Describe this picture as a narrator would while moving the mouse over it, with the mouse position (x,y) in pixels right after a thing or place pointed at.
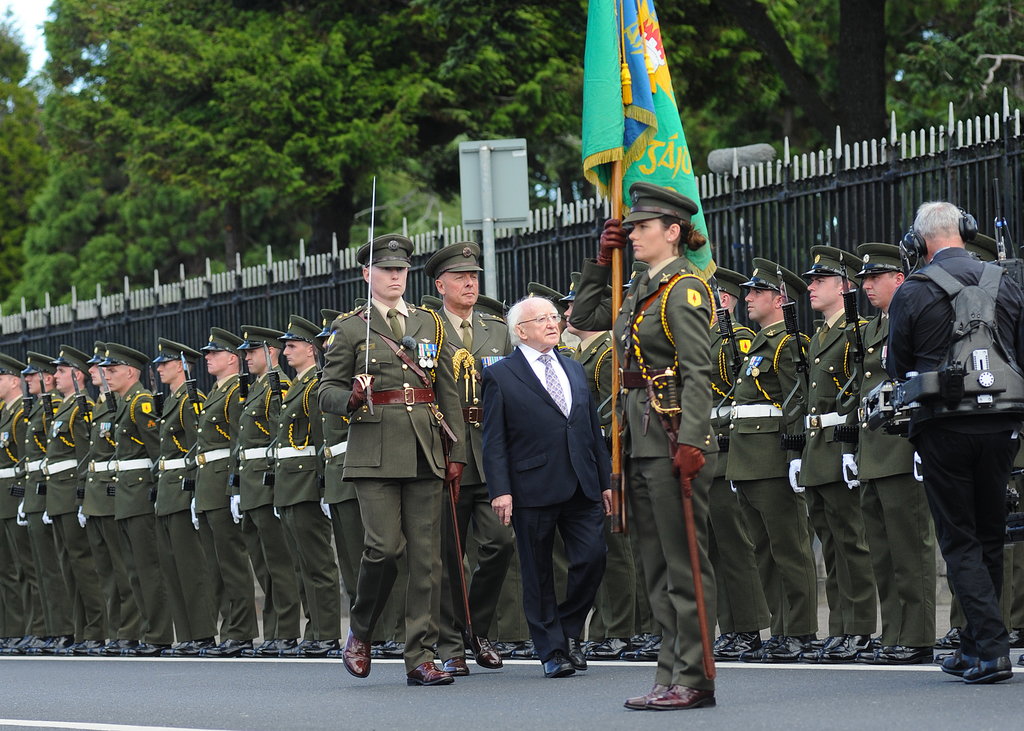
In this image we can see the people (294,387) standing on the road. And there is the person (666,357) standing and holding a stick (698,566) and flag (613,69). And there are other persons (465,445) walking on the road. And at the back (302,310) we can see the fence (537,219), board (473,223) and trees (311,90).
